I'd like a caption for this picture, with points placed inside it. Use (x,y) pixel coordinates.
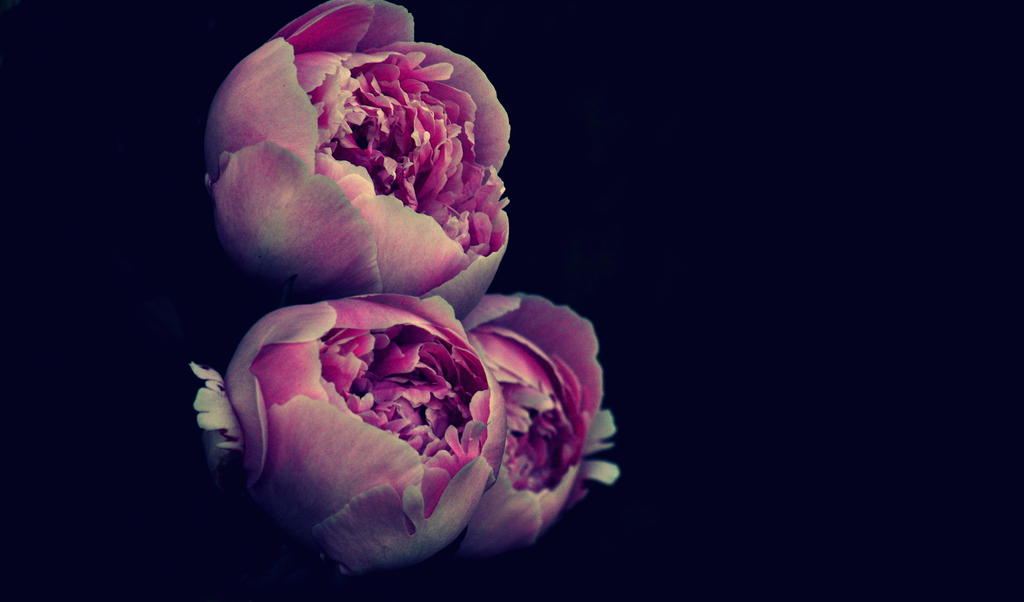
In this image there are three flowers (439,305), the background of the image (768,449) is dark.
